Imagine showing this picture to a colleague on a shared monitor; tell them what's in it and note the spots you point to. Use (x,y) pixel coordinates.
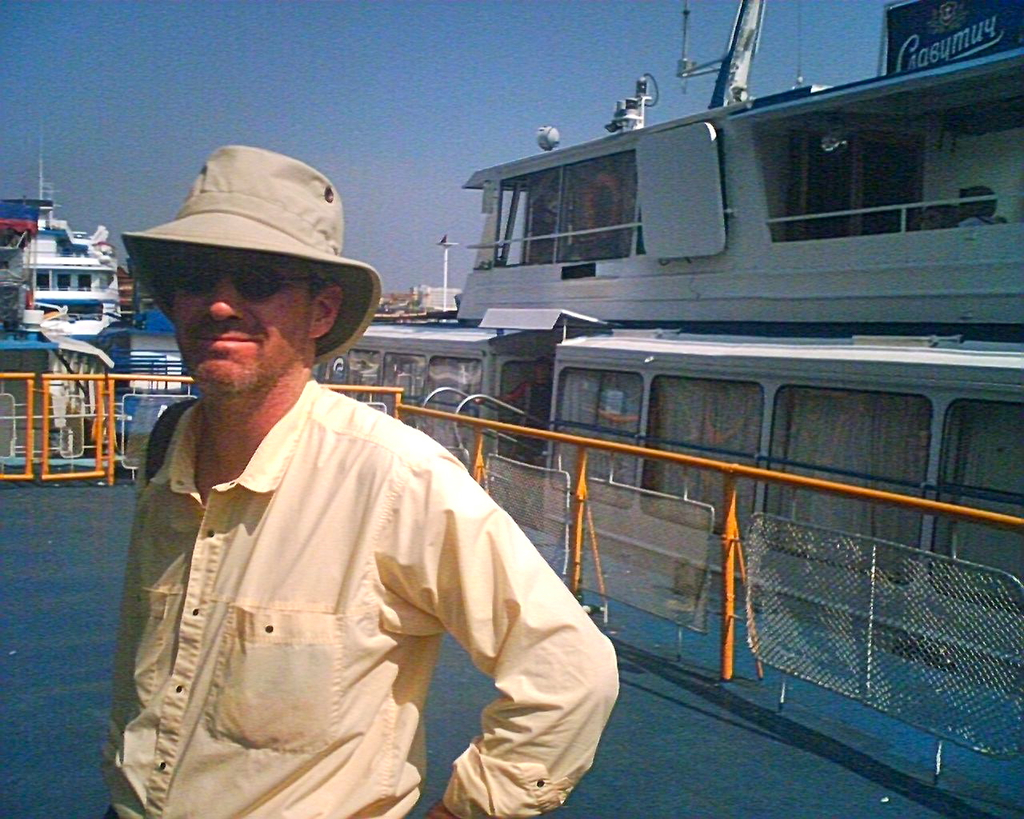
On the left side of the image (282,561), we can see a person (271,435) is wearing goggles (217,266) and hat (272,190). He is smiling. Background (890,496) we can see path (30,546), rods (903,498), mesh (1008,619), ships (906,541) and sky (413,191).
